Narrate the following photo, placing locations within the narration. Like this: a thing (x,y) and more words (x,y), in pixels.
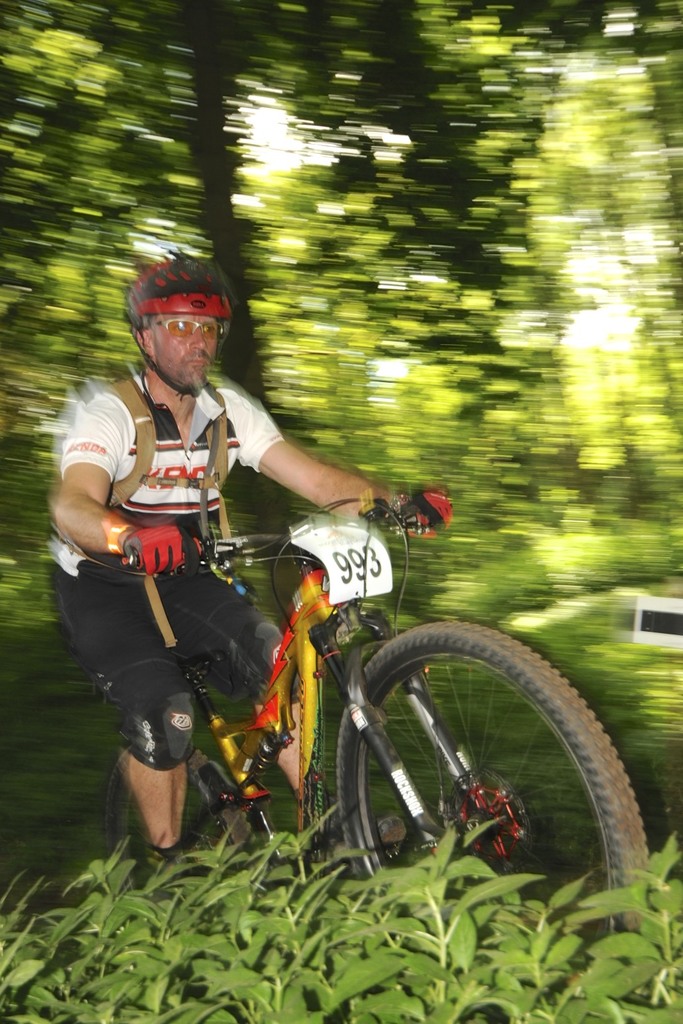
In the middle of this image (240,659), there is a person (175,386) in a white color t-shirt (95,385), cycling on the road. At the bottom of this image (473,952), there are plants (306,949). In the background (6,172), there are trees (344,344) and plants (551,506) on the ground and there is sky (600,279).
